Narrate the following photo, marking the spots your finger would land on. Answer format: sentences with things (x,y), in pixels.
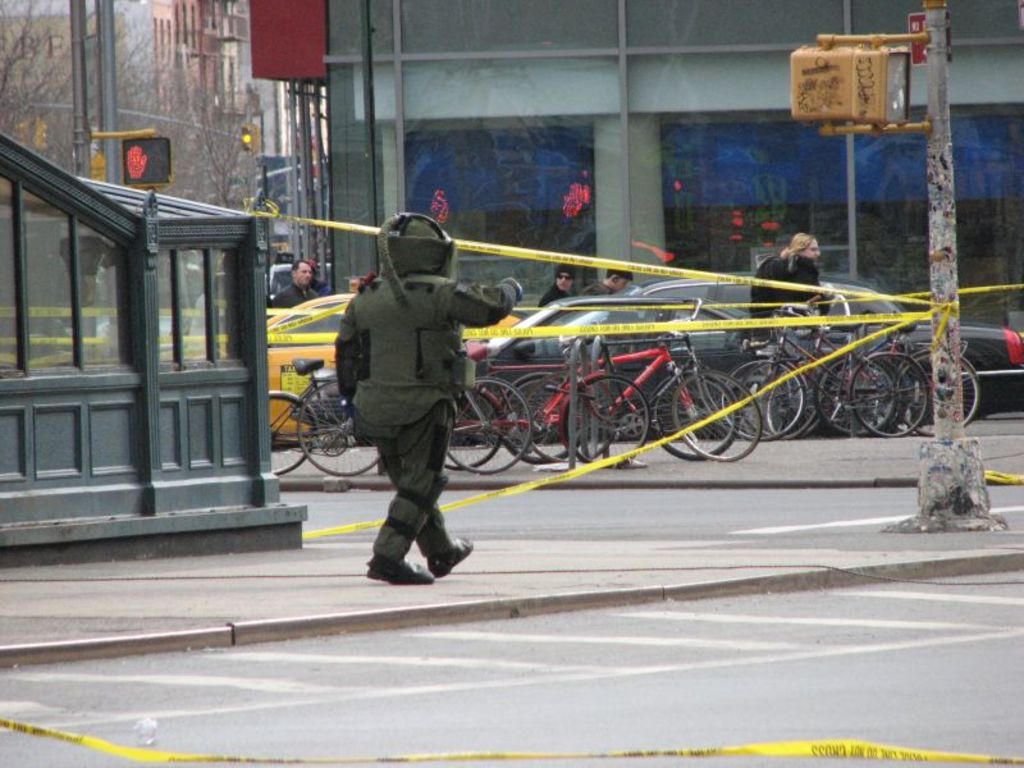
In this image I can see the person (394,360) walking. In the background (667,393) I can see few vehicles (599,416) and I can see few people (276,292) standing, buildings (421,60) and poles (106,10).
